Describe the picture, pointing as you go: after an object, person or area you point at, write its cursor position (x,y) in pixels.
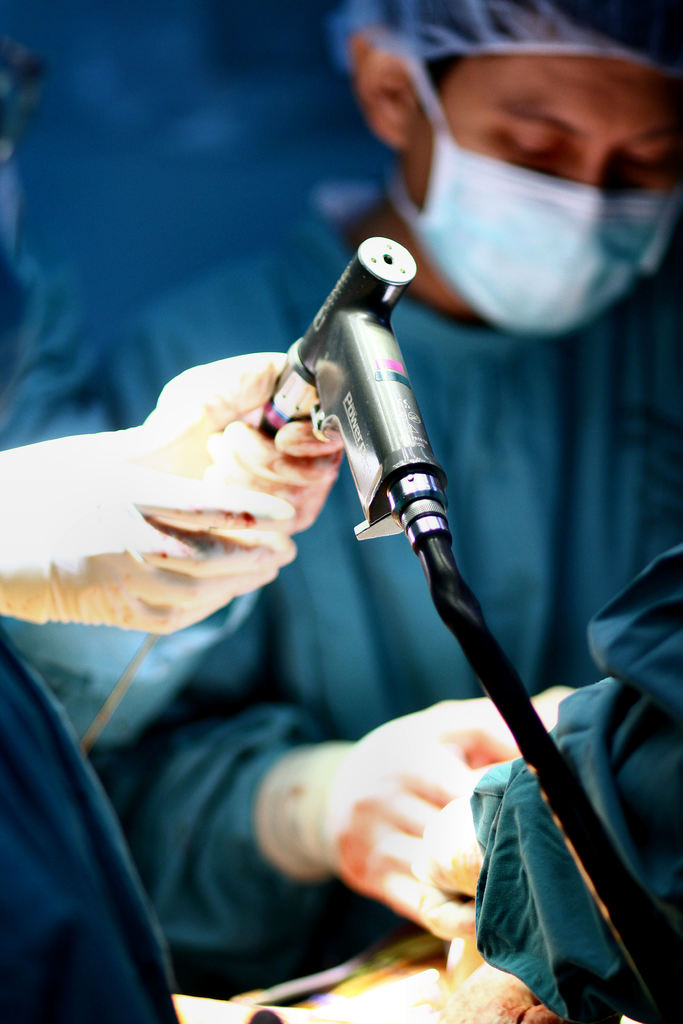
In this image we can see people (536,400). On the left (84,586) we can see a person's hands (251,500) holding an object (575,837).
